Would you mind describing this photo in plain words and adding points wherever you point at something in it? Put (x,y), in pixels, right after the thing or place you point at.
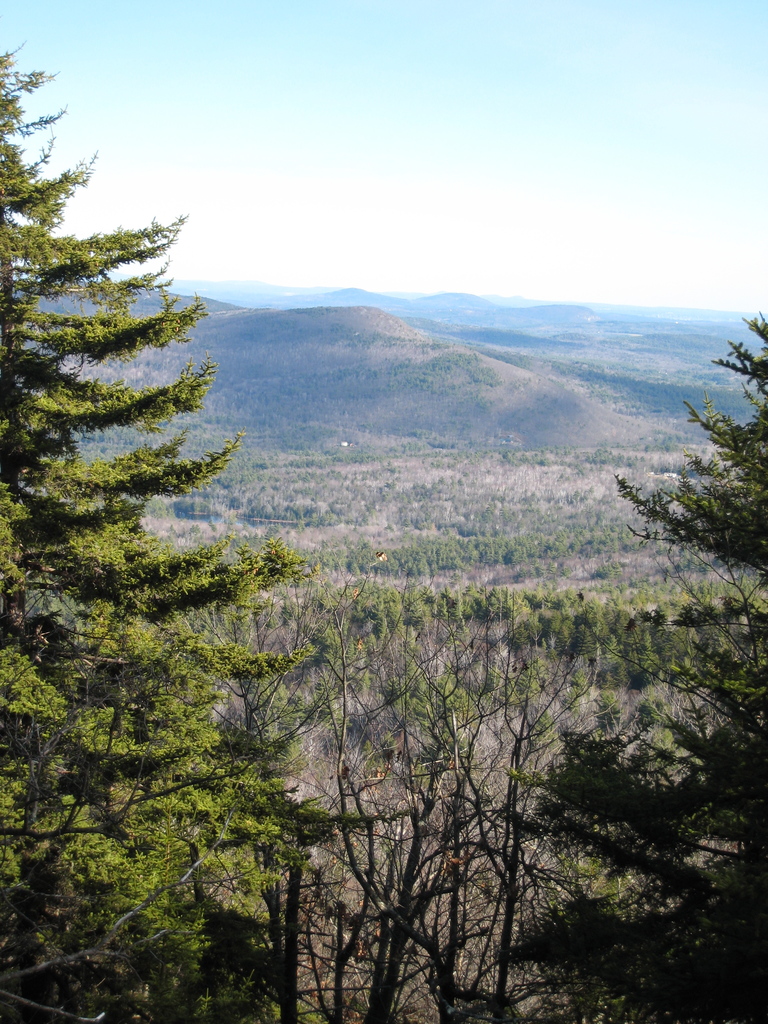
We can see trees (571,488). In the background (464,292) we can see hills (631,343) and sky (461,134).
